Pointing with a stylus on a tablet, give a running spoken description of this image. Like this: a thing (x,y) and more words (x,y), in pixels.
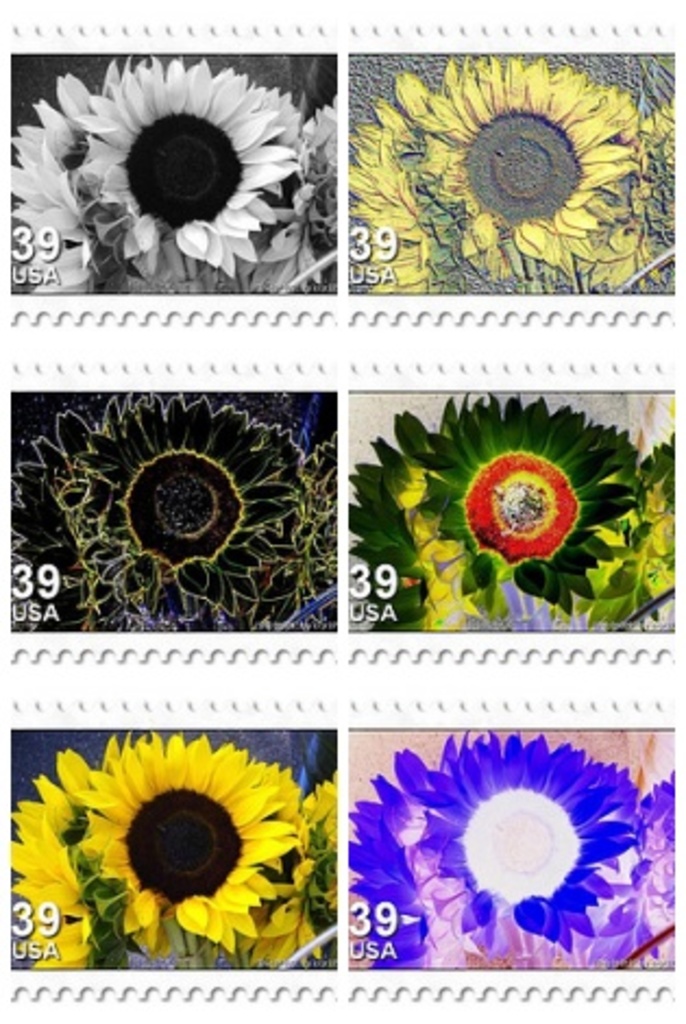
This is a collage picture and in this picture we can see flowers of different colors (506,514) and some text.
